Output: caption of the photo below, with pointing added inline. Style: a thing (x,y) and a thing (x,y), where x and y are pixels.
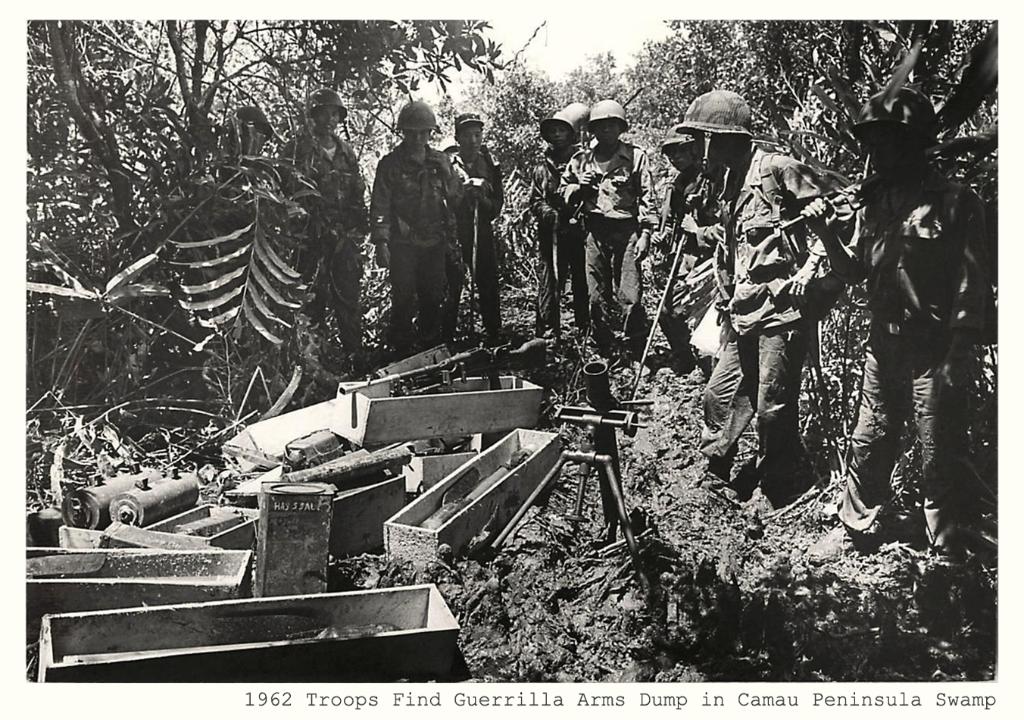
In this picture we can see the soldiers (429,275) were wearing helmet (320,108), shirt (774,268), trouser (932,511) and shoe (779,477). At the bottom (481,510) we can see the wooden boxes (481,510) and cylinders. In the background (803,96) we can see many trees (801,109). At the top (563,19) there is a sky (544,45). In the bottom right (966,695) there is a watermark (808,701).
